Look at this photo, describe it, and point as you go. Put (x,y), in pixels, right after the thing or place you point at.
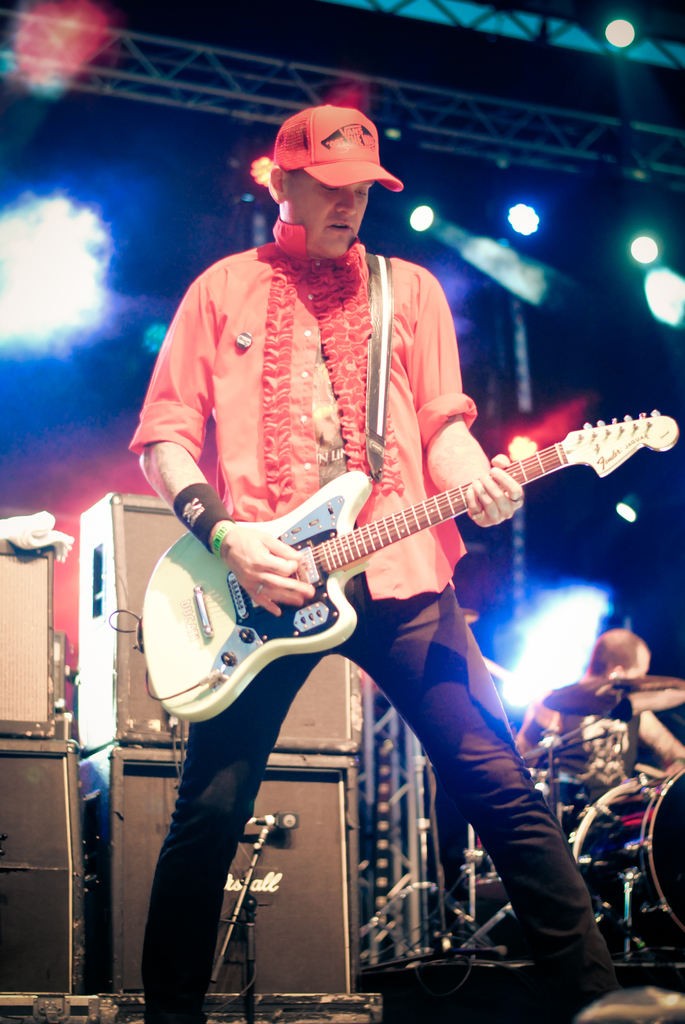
In this picture we can see a man (194,457) holding a guitar (225,594) and the man (229,536) is standing on the stage (69,1022). Behind the man (285,511) there is another person (573,743) sitting. On the stage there are some musical instruments (62,987). Behind the people (380,682) there are lights (37,306) and a truss (246,92).
